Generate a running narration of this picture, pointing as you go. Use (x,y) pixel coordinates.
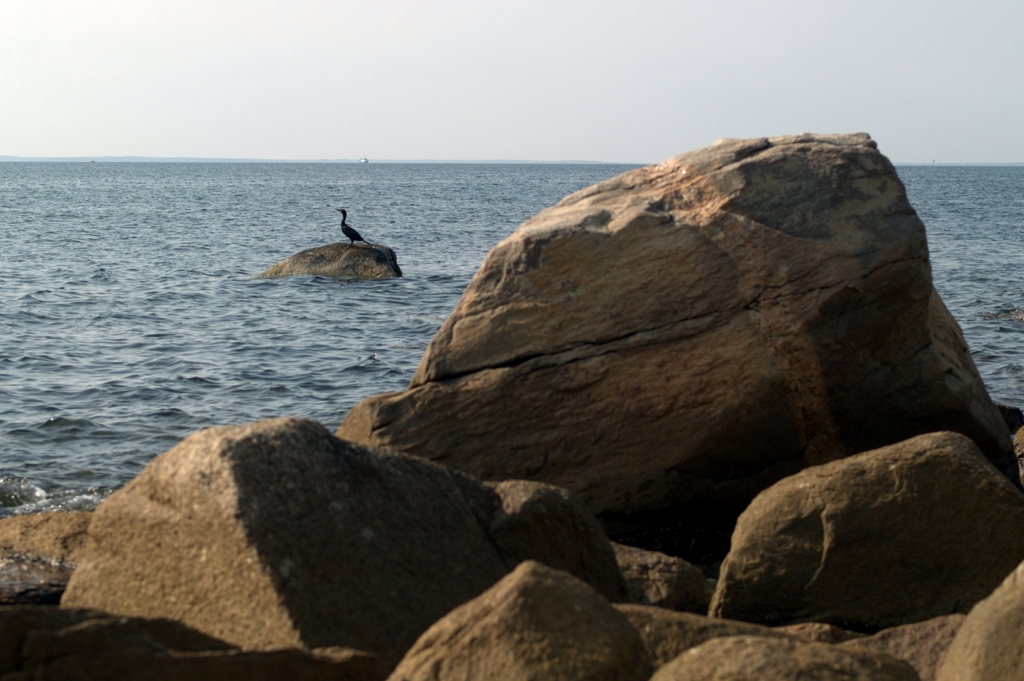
In this picture there are rocks (575,326) at the bottom side of the image (393,524) and there is a bird (346,214) on the rock (351,263) on the left side of the image (318,256) and there is water (424,194) in the background area of the image (990,374).
